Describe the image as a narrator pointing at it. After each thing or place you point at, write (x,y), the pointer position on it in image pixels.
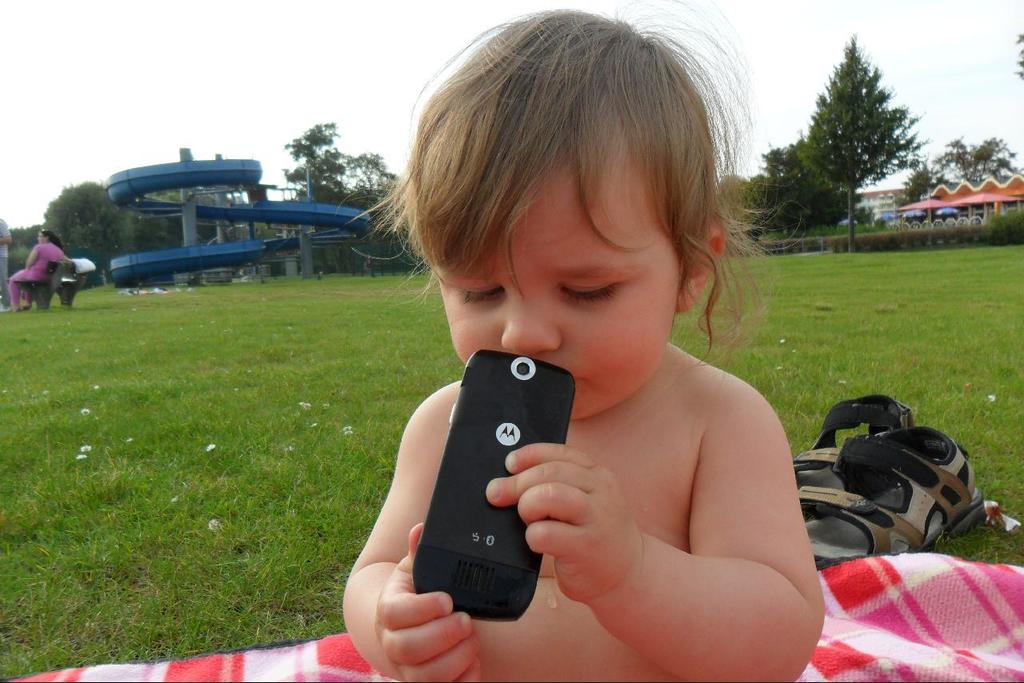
A small baby (584,535) is holding a mobile (436,525). And there is a check towel chappal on the grass lawn (793,334). In the background (843,188) there are trees (769,185), sky (213,117), bench (57,275), a lady (47,258) on the bench (84,280) and a slide (187,192).
